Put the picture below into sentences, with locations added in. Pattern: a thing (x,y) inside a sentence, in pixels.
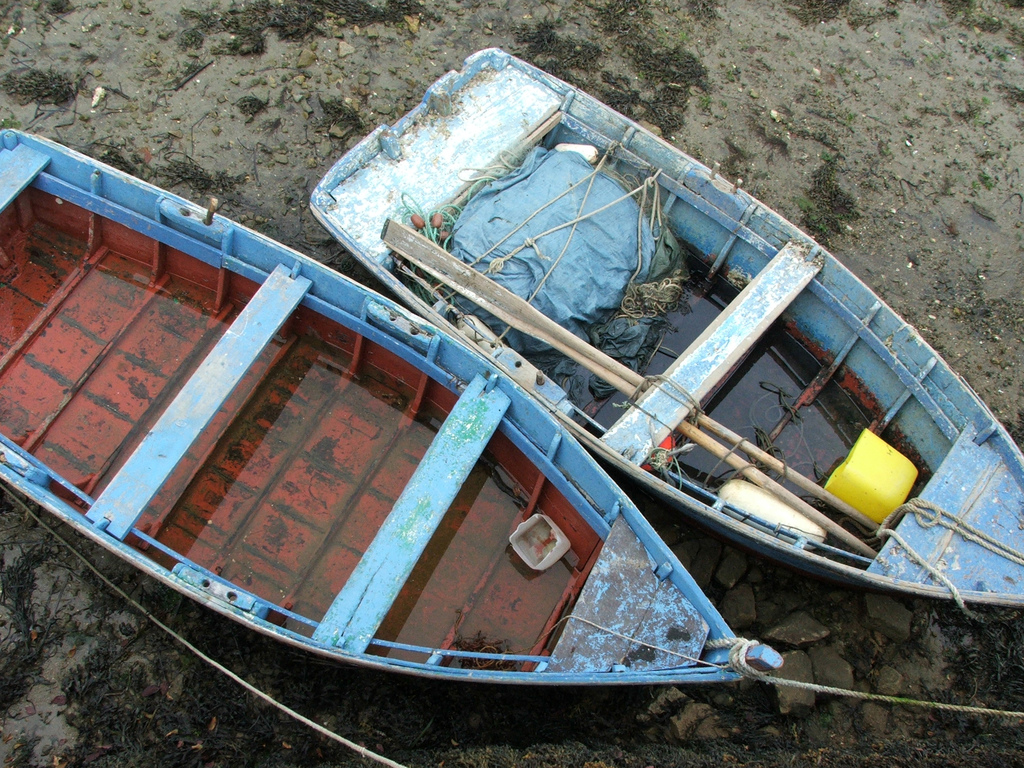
In this image I can see the ground (864,133), some grass (803,204) on the ground (331,44) and two boats (296,306) which are blue in color on the ground (881,130). I can see they are tied with the ropes (904,508). In the boats (973,550) I can see a yellow colored object (878,502) and two paddles (567,345).
